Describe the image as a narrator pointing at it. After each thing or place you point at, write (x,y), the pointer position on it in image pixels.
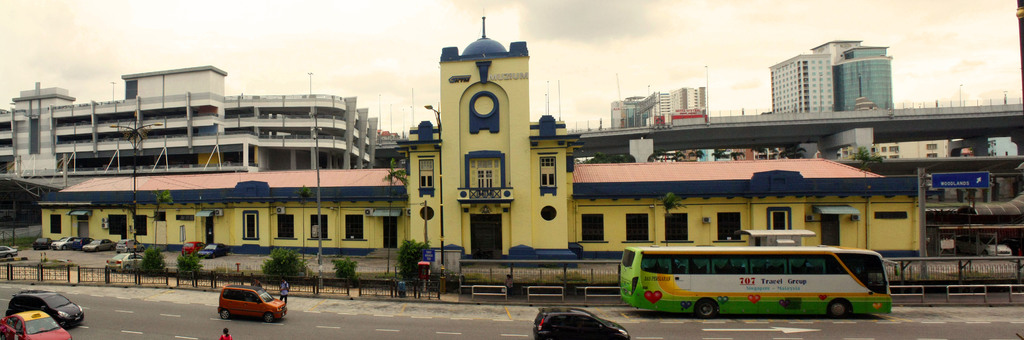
In this image in the middle (565,174), there are buildings (502,201), bridge (706,140), pillars (835,151), poles (315,162). At the bottom (284,251) there are vehicles (236,300), some people (283,296), plants (155,259), cars (39,242) and road (183,300). At the top (626,62) there is sky (595,60) and clouds (563,58).
